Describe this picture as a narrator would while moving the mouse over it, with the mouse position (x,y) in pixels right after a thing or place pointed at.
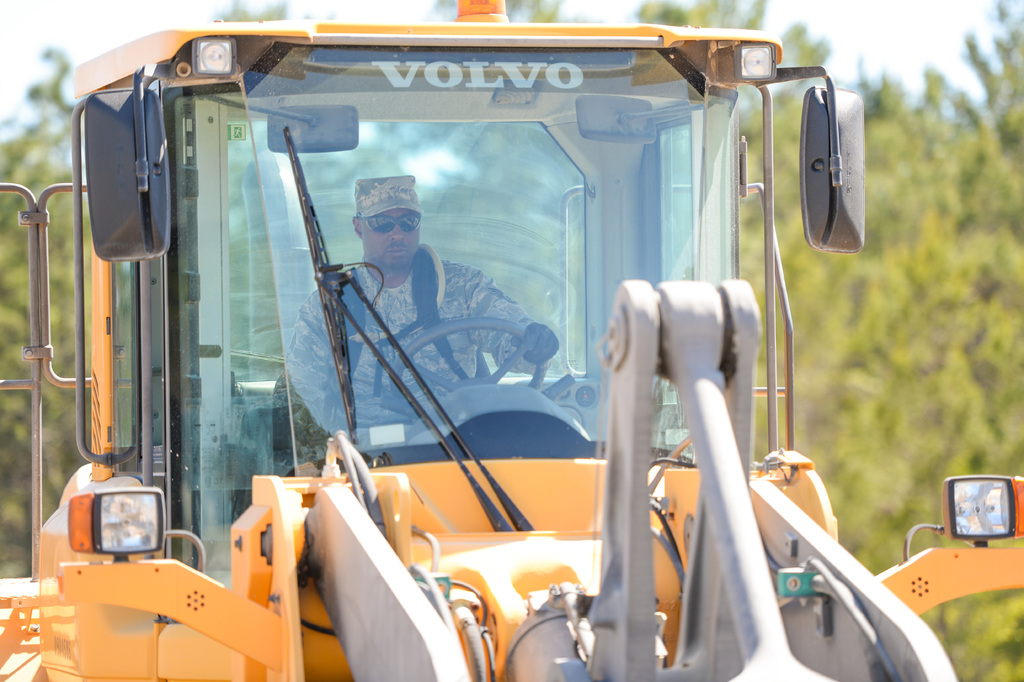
In this picture we can able to see a vehicle (629,559) it is driven by a man (372,240). The man (535,338) is holding a steering (488,327) and he is driving. Background of this vehicle (679,534) there are group of trees (37,154). The sky (78,38) is in white color. This vehicle (58,671) is in orange color. The man (476,296) wore military dress (369,323) and military cap (384,194).
